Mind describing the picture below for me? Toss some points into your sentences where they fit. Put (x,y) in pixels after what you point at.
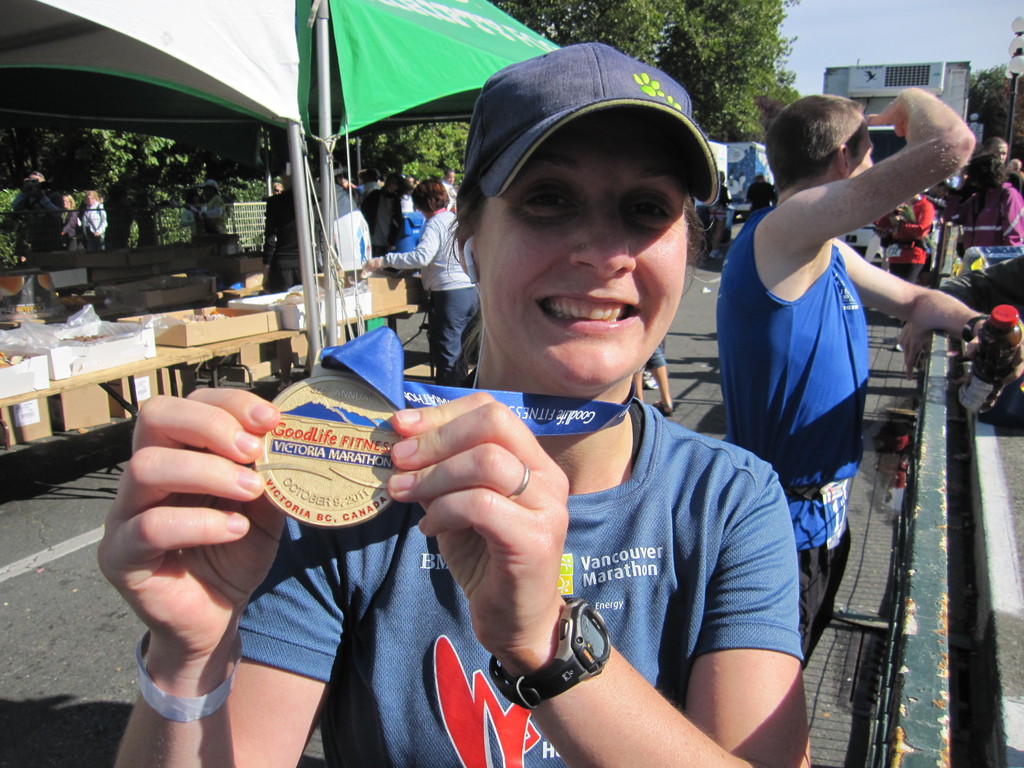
There is a lady (587,316) wearing cap (670,96) and watch (571,611) is holding a medal (355,447) with a ribbon (427,404). In the back (789,231) there are many people (812,166). Also there is a tent (243,126). Below that there are tables (117,367). On the tables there are boxes (183,312). In the background (697,9) there are trees (658,27), building (827,78) and sky (866,51).
